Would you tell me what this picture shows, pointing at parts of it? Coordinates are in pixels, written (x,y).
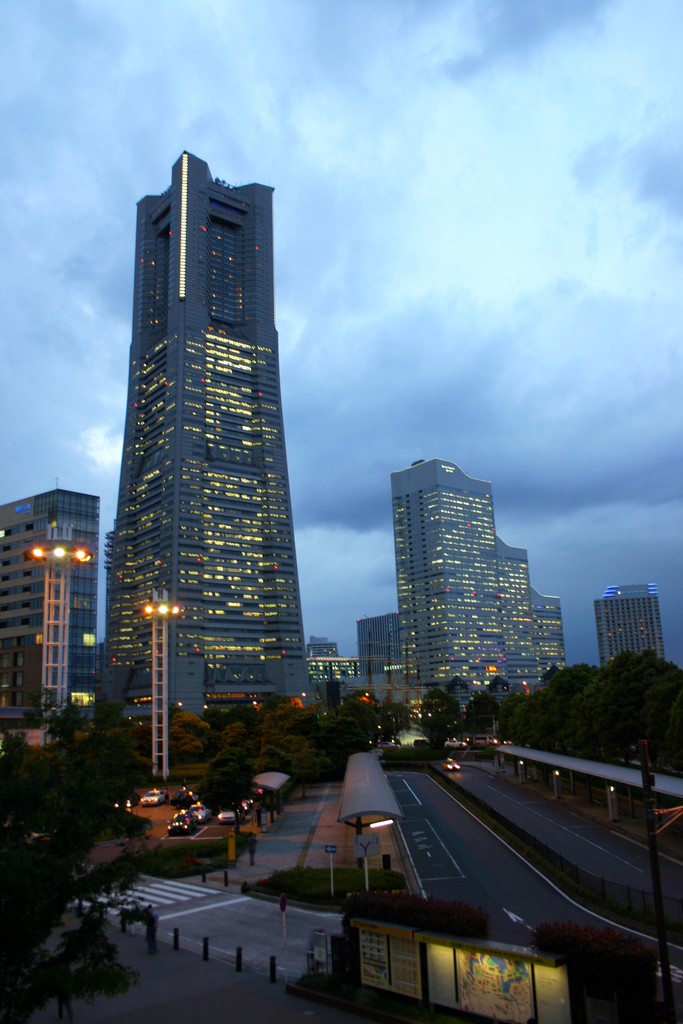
In this image, we can see buildings (247,586), lights (264,659), trees (294,701), poles (333,868), boards (367,843) and some vehicles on the road (458,881) and sheds (363,813). At the top (461,170), there are clouds (455,310) in the sky (478,323).
